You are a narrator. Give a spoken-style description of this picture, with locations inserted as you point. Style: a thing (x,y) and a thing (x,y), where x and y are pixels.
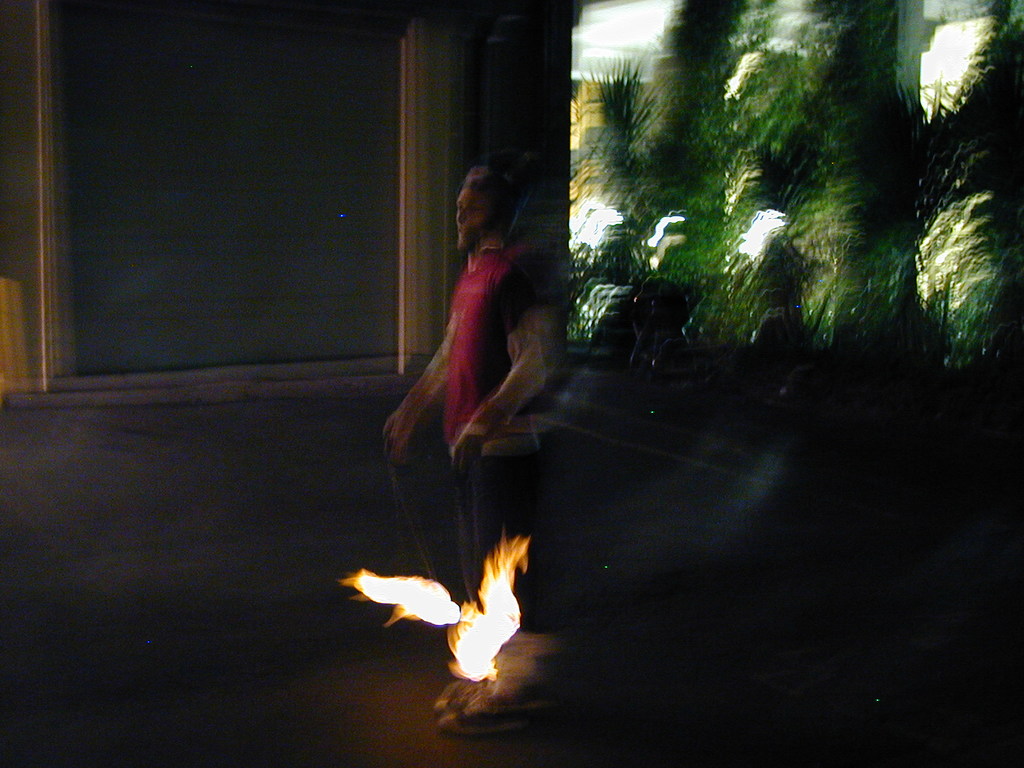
The picture is blurred. In the foreground of the picture (501,552) there is a person (474,578) walking holding fireballs (453,608). On the right (799,208) there are trees (727,226) and lights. On the left (179,278) there is a wall (234,173).
